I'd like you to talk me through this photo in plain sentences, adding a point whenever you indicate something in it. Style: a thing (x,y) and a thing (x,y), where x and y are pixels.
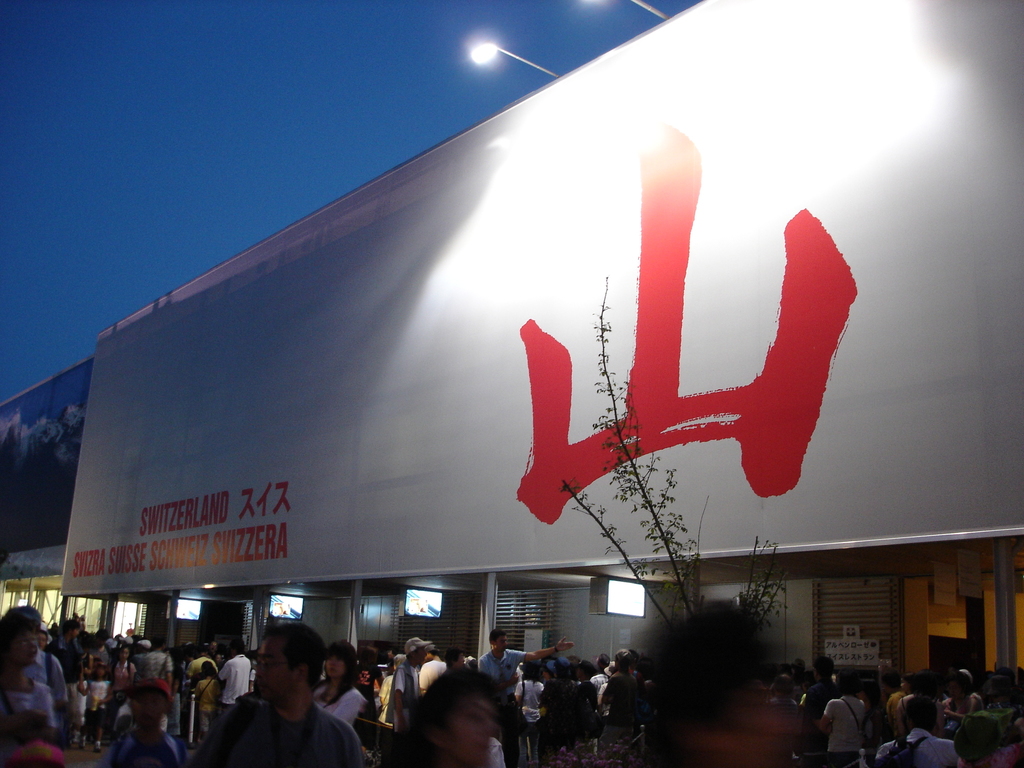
In the foreground of this image (424,767), at the bottom (319,717), there are people (584,700). In the middle (556,359), there are banners (142,439), lights (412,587) and a plant (643,523). At the top (202,121), there is the sky (256,120).
